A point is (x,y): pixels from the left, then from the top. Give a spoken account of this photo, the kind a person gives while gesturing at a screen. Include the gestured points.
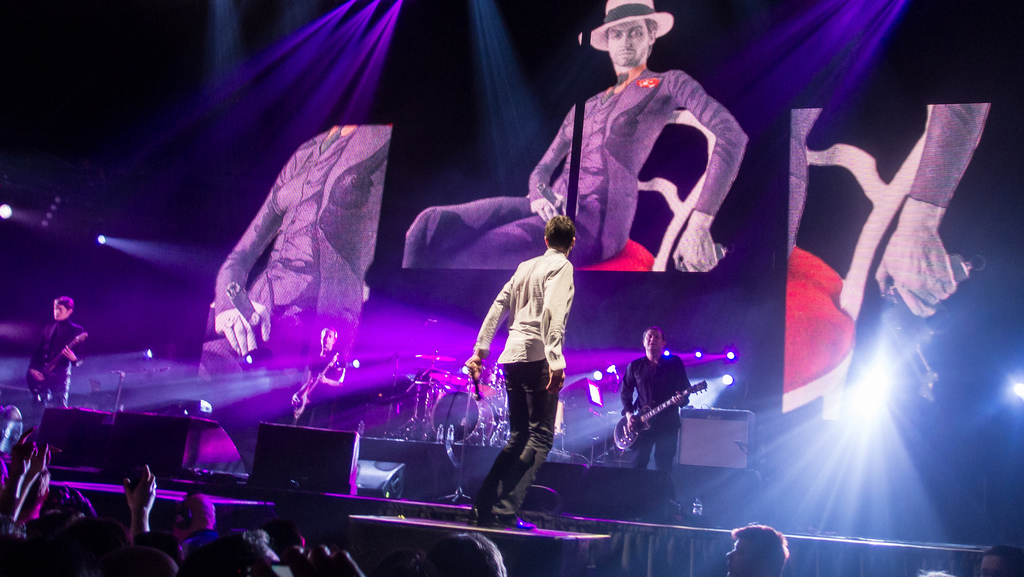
This image is clicked in the dark. I can see four people (672,365) on the stage (676,346), a drum set (459,382), three people (324,402) are holding guitar (307,404) in their hands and one person (519,341) facing towards the back (547,335) is holding a mike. I can see other people (14,533) at the bottom of the image (1003,551). I can see a designed background (848,274) with other pictures (911,282).
